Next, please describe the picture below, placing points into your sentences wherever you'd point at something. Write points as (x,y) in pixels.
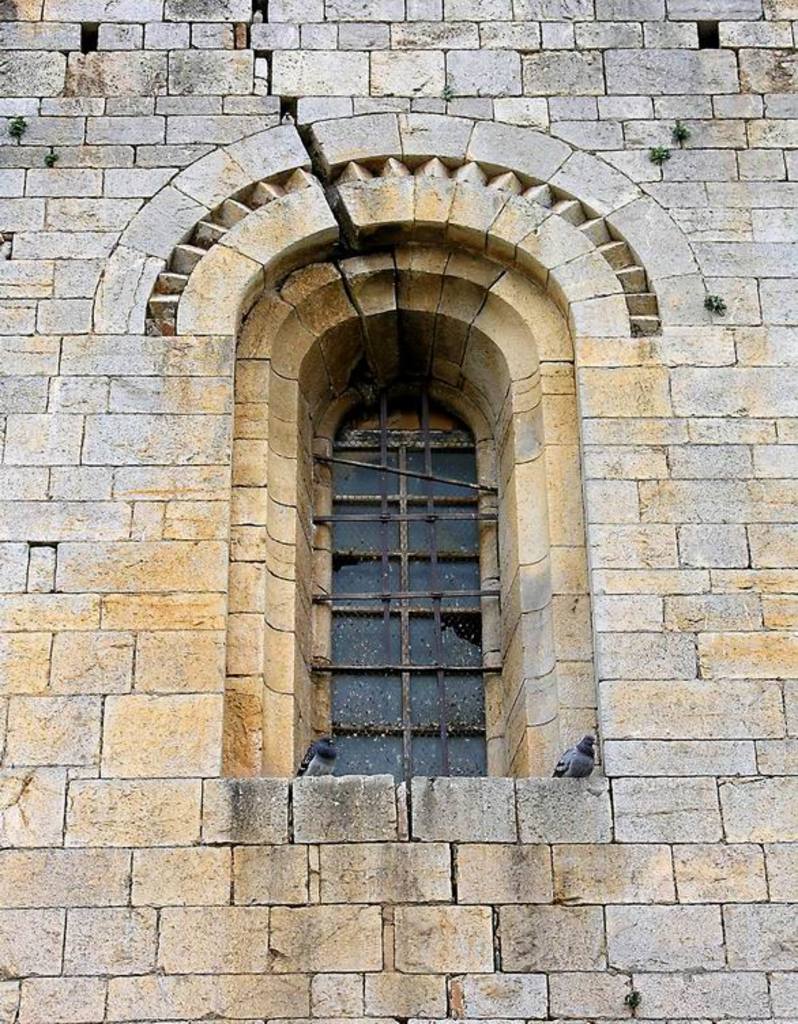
In this image I can see the wall (276,933), a window (429,613) and I can also see few birds (587,761) over here.
